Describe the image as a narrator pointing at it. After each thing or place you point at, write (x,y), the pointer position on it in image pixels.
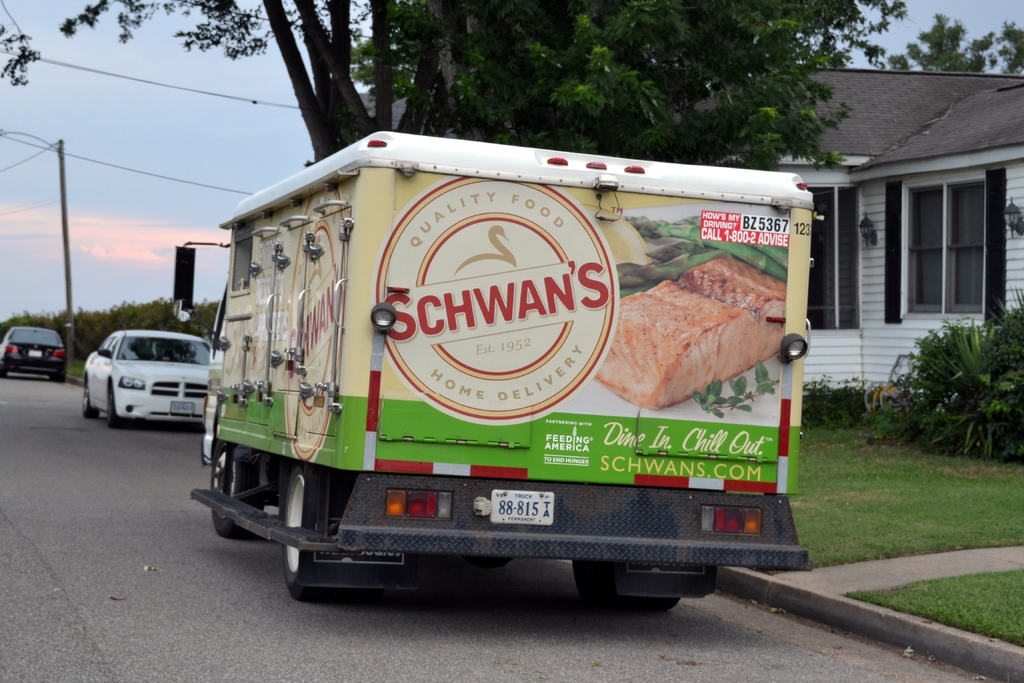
In this image, in the middle (450,398), we can see a vehicle (479,416) which is moving on the road (530,577). On the right side (1005,422), we can see some plants (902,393), house (860,329), glass window (850,277), trees (802,77). In the background (63,352), we can see two vehicles (113,349) which are moving on the road (136,492), trees (86,343), pole (70,343), electrical wires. At the top (97,123), we can see a sky (134,123), at the bottom (104,548), we can see a road (142,467) and a grass (927,519).
